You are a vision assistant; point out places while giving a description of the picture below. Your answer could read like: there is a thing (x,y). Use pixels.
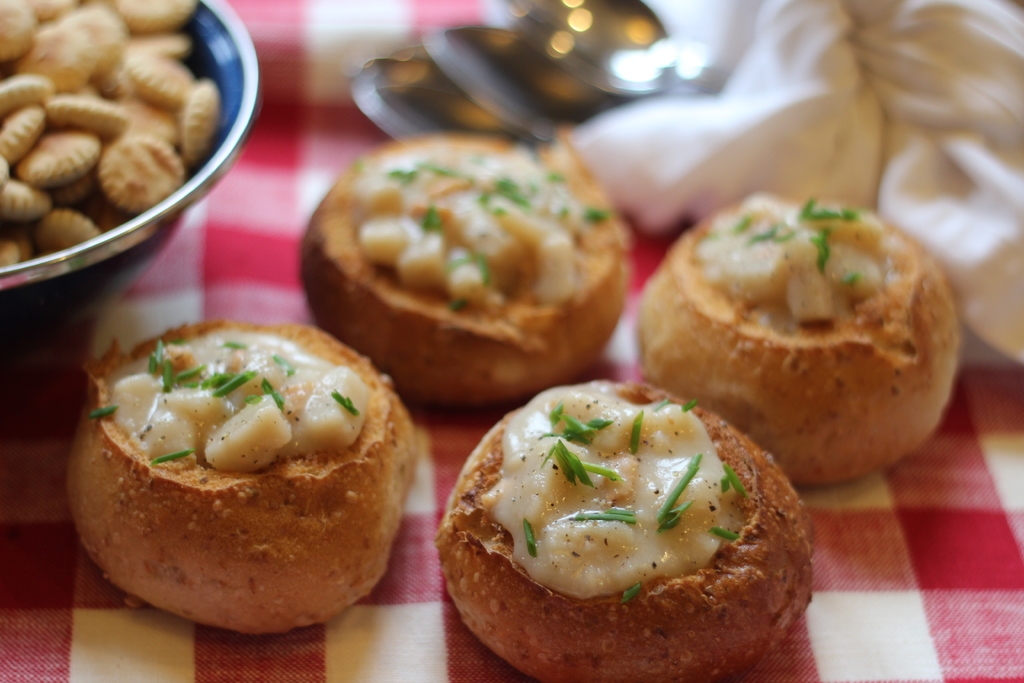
In this picture we can see food (383,447) and in the background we can see some objects (825,194).
